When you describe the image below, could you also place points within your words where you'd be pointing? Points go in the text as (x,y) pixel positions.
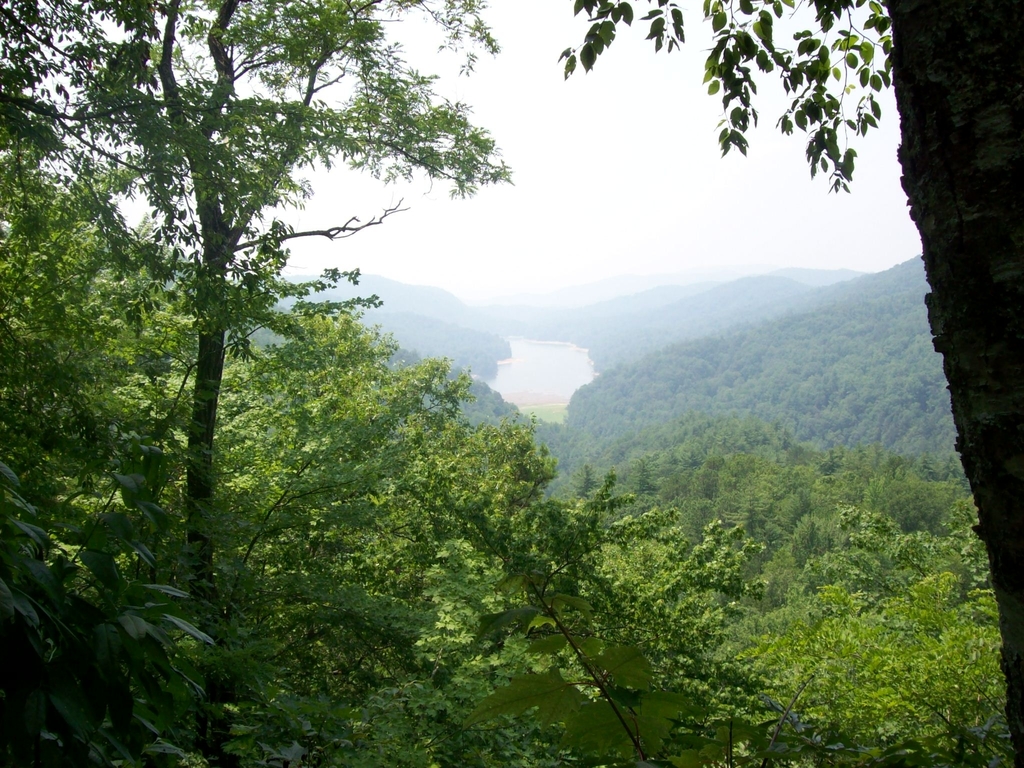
As we can see in the image there are trees (240,543), water (534,375) and sky (535,140).
